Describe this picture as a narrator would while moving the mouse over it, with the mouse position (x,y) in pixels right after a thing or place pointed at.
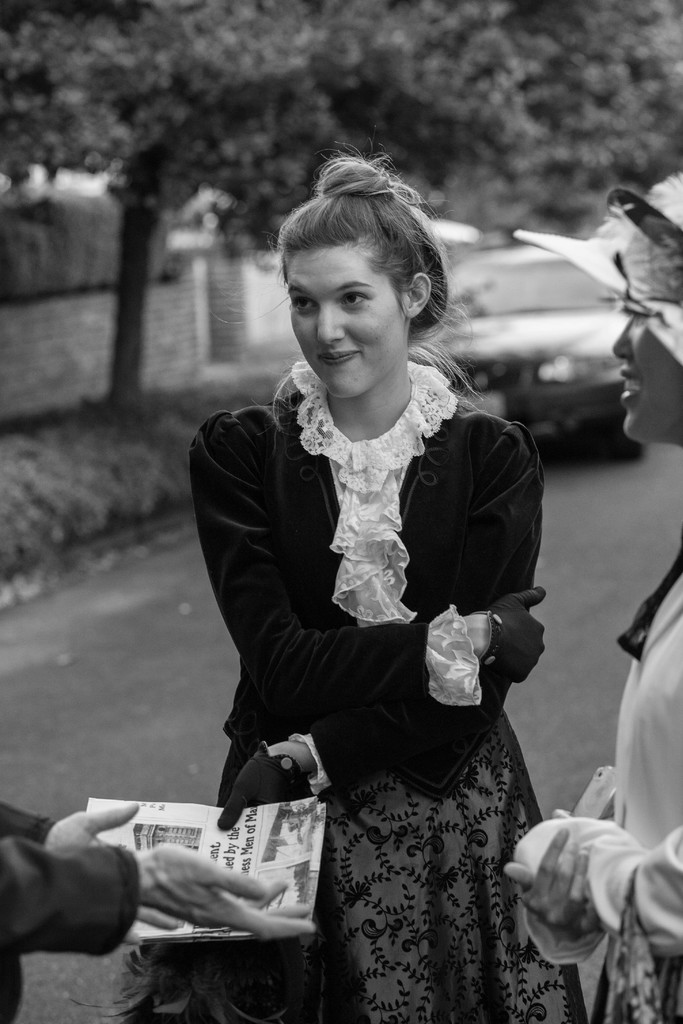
This is a black and white picture, in the image we can see three persons (317,778), among them two are holding the objects (300,820), there are some trees (633,85), plants (117,518) and the wall (86,352), also we can see a vehicle (581,408) on the road (596,504).
